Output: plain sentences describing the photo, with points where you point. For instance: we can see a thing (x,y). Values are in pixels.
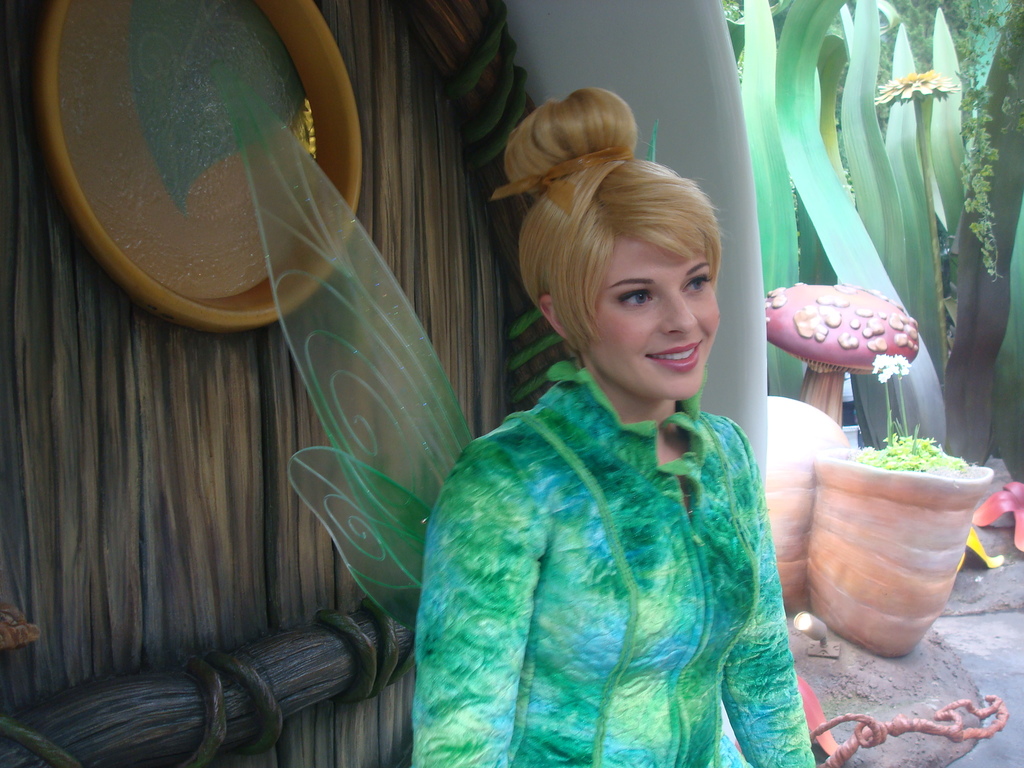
As we can see in the image there is wall (293,739), plants (900,460), flower (1019,525) and a woman (695,424) wearing green color dress (598,468).
